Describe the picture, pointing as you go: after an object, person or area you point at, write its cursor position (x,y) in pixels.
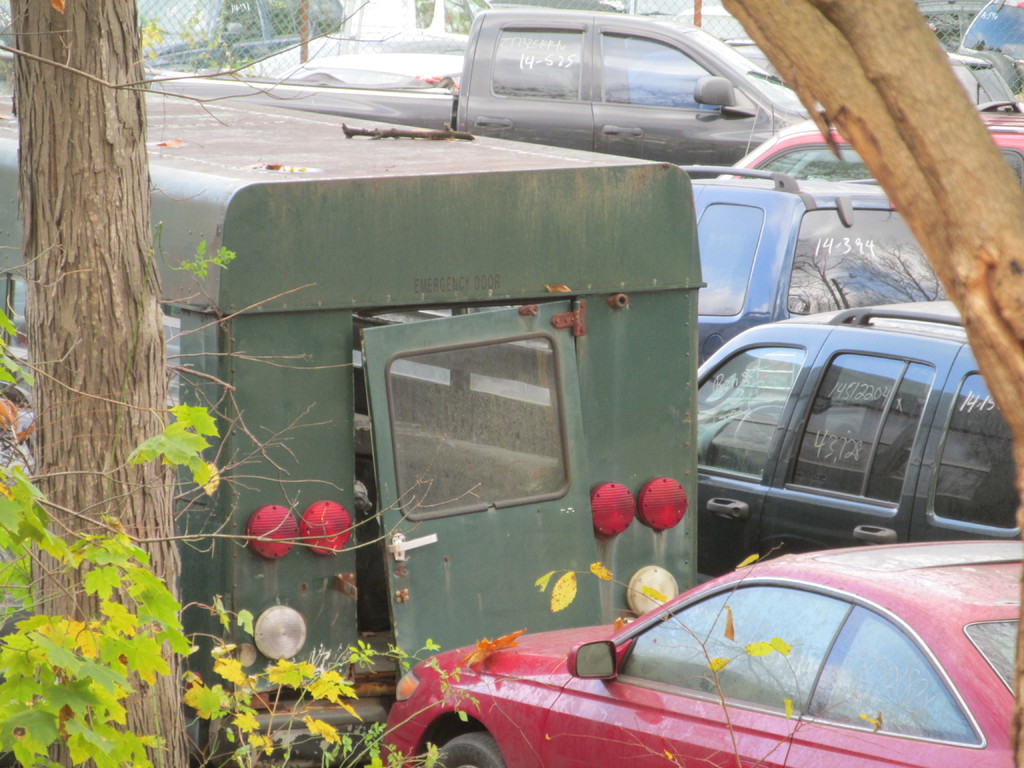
In this picture we can see a few vehicles (729,421) from left to right. There is a plant (60,766) and a tree trunk (102,368) on the left side (99,473). We can see a wooden object (1012,406) on the right side (995,192). There is some fencing (2,35) visible in the background (967,23).
